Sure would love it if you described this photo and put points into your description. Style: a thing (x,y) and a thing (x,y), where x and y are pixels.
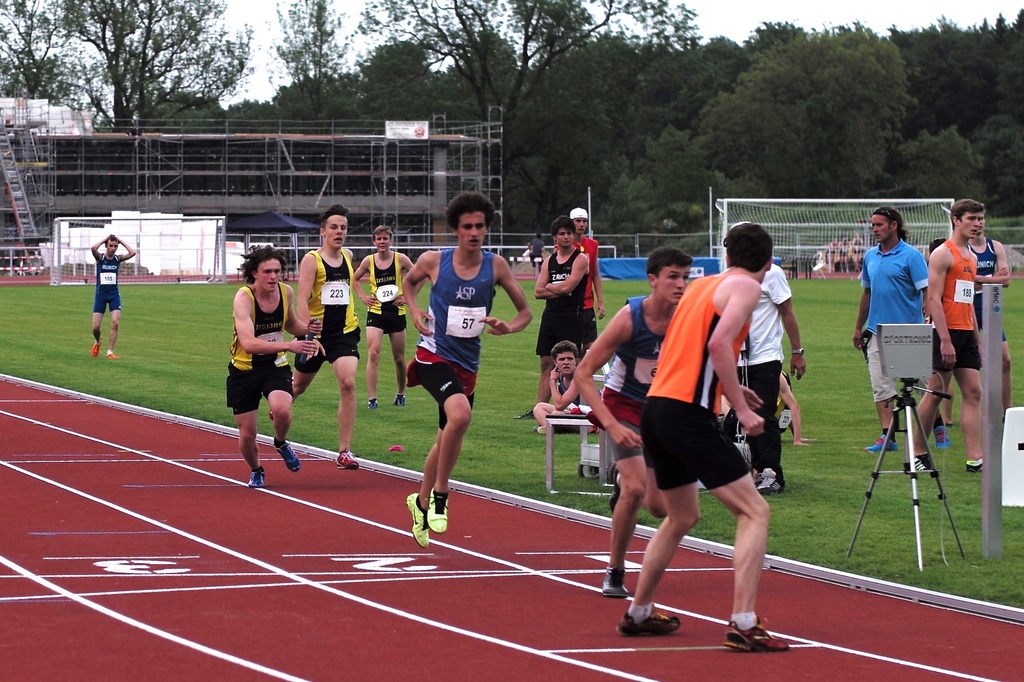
In this image we can see people (463,317) running. On the right (919,513) there is a stand (934,394) and we can see a table (603,453). In the background (855,241) there is a net (861,228), building (271,204), trees (367,79) and sky (774,9).
